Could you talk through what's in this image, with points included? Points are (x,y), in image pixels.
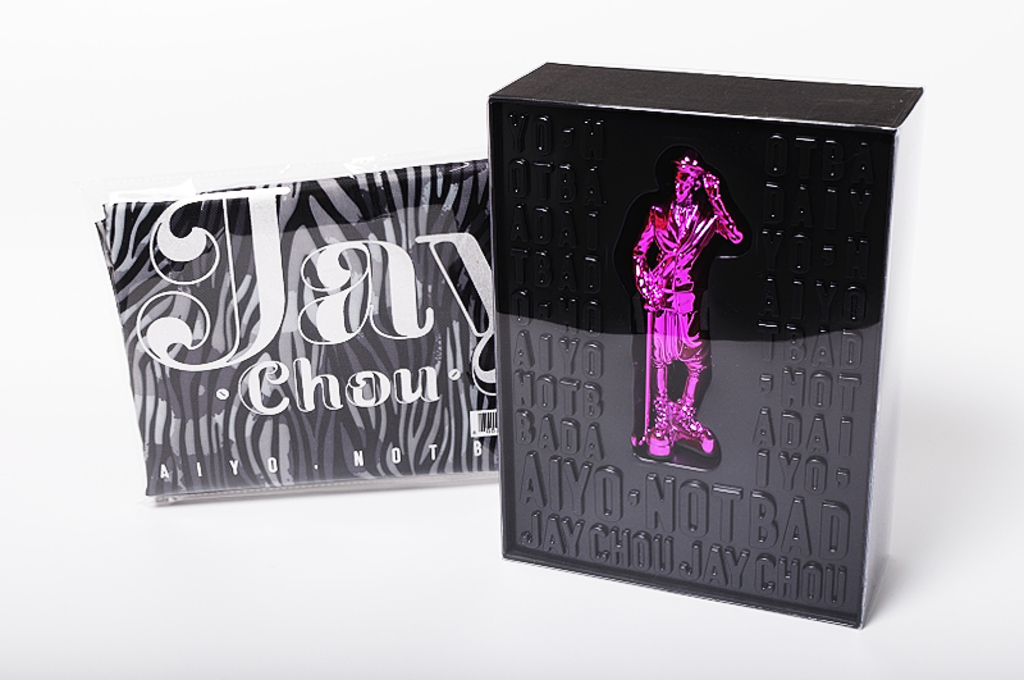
In this image we can see there is a black box (763,307) in the foreground (560,263) and the background (272,25) is white.
